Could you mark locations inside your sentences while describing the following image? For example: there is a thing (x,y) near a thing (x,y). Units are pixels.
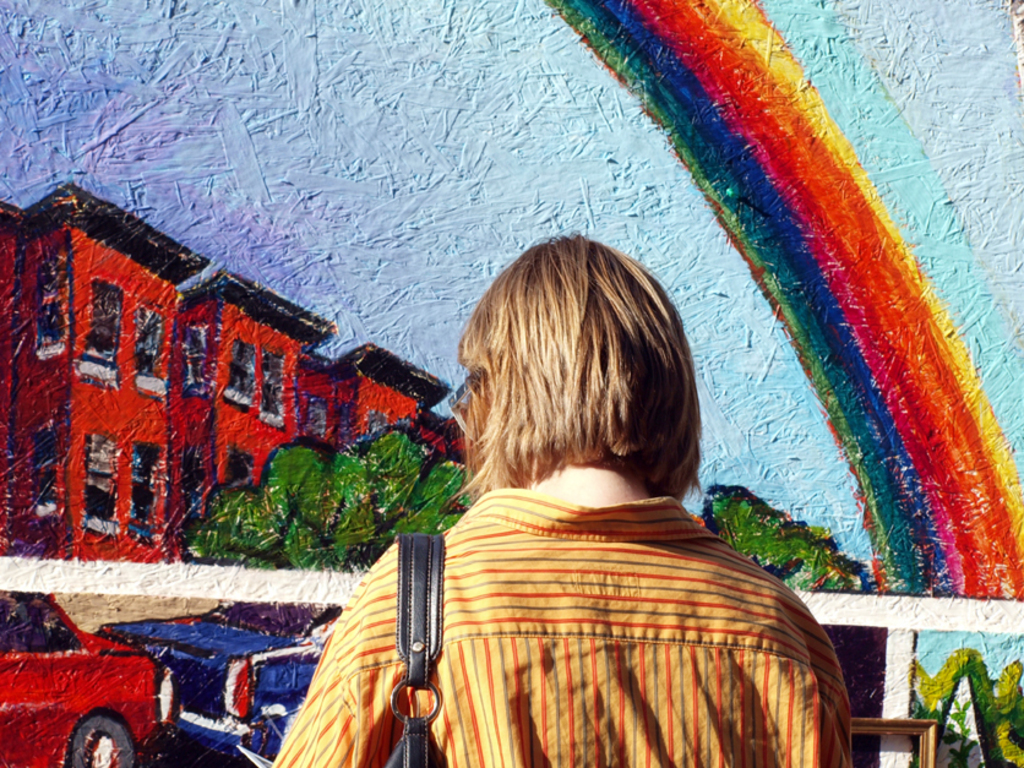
In the picture we can see a wall (163,553) with a painting (775,362) and a person (551,593) watching it wearing a handbag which is black in color.
